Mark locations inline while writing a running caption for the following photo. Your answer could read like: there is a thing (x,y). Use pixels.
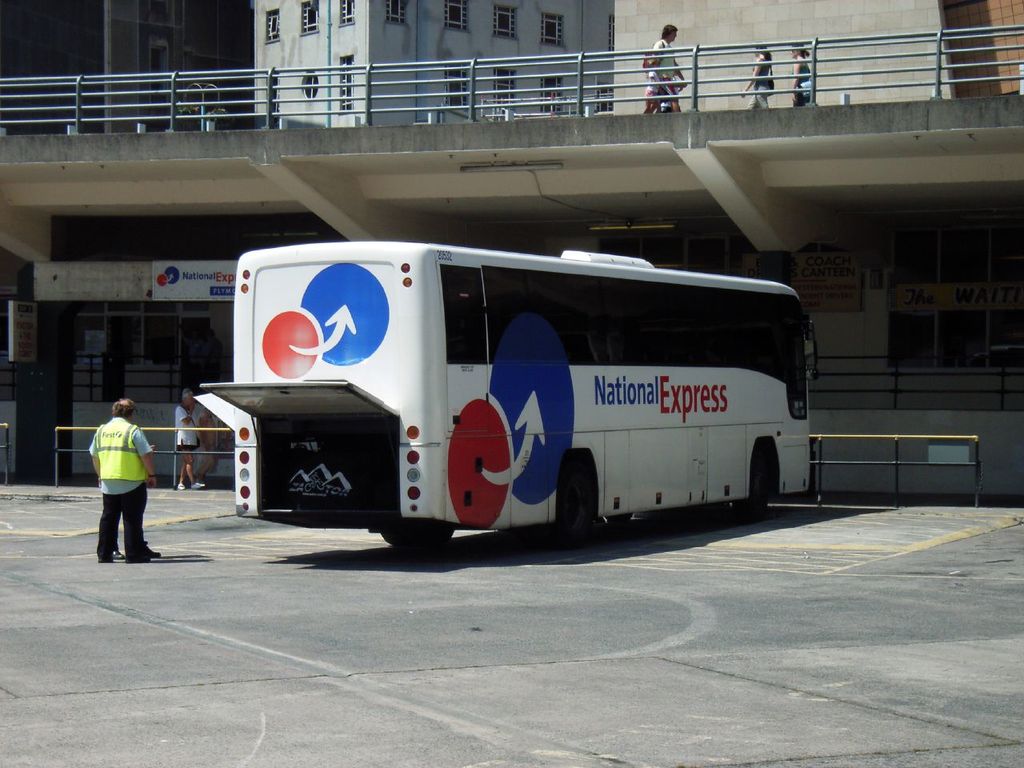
In this picture I can observe a bus (437,451). There is a person (118,443) standing behind the bus (338,406). I can observe a railing (415,114) and a building (494,21) in the background (409,35).
